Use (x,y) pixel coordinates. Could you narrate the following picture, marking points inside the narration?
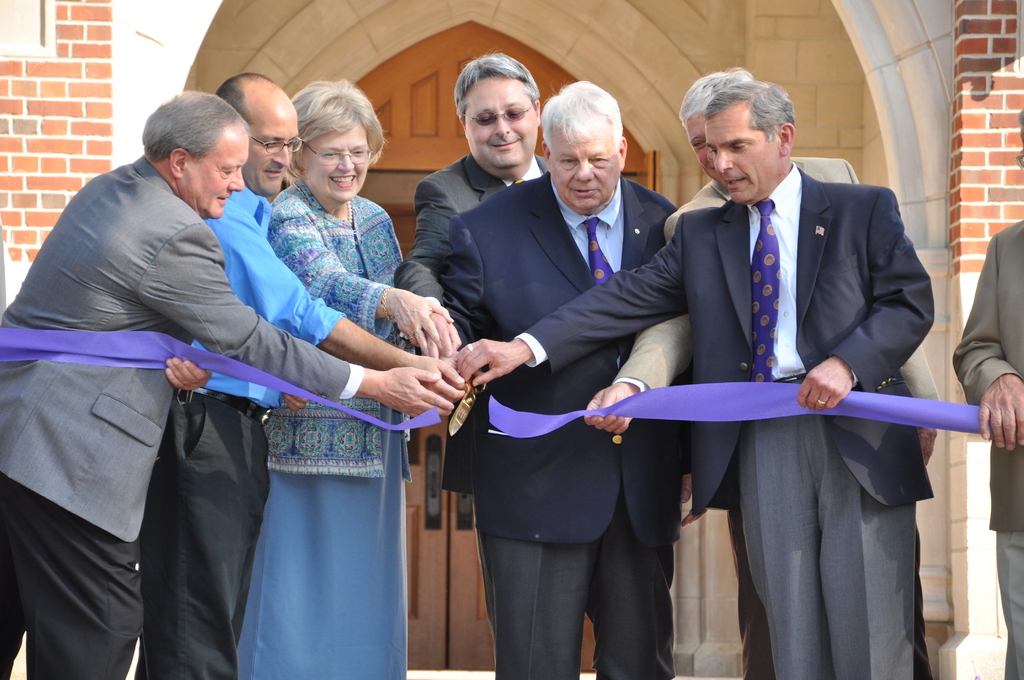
In this picture there is a woman (337,163) who is wearing sweater (377,250), locket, necklace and blue dress (316,519). She is standing near the man (432,206) who is wearing suit (444,187) and spectacle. On the left (210,122) there is another man (149,310) who is wearing blazer (38,455) and black trouser (64,597). Beside him we can see the bald man (256,128) who is wearing spectacle (269,147), blue shirt (253,276) and trouser (249,549). On the right (859,278) there is a man (852,261) who is holding this purple band (722,402). Beside him we can see an old man (574,179) who is wearing a black suit (563,230), blue shirt (565,215) and trouser (609,630). Everyone is holding the scissor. In the back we can see the door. In the top right corner (983,11) we can see the brick wall (962,30). In the top left corner (46,50) there is a window (6,24).
